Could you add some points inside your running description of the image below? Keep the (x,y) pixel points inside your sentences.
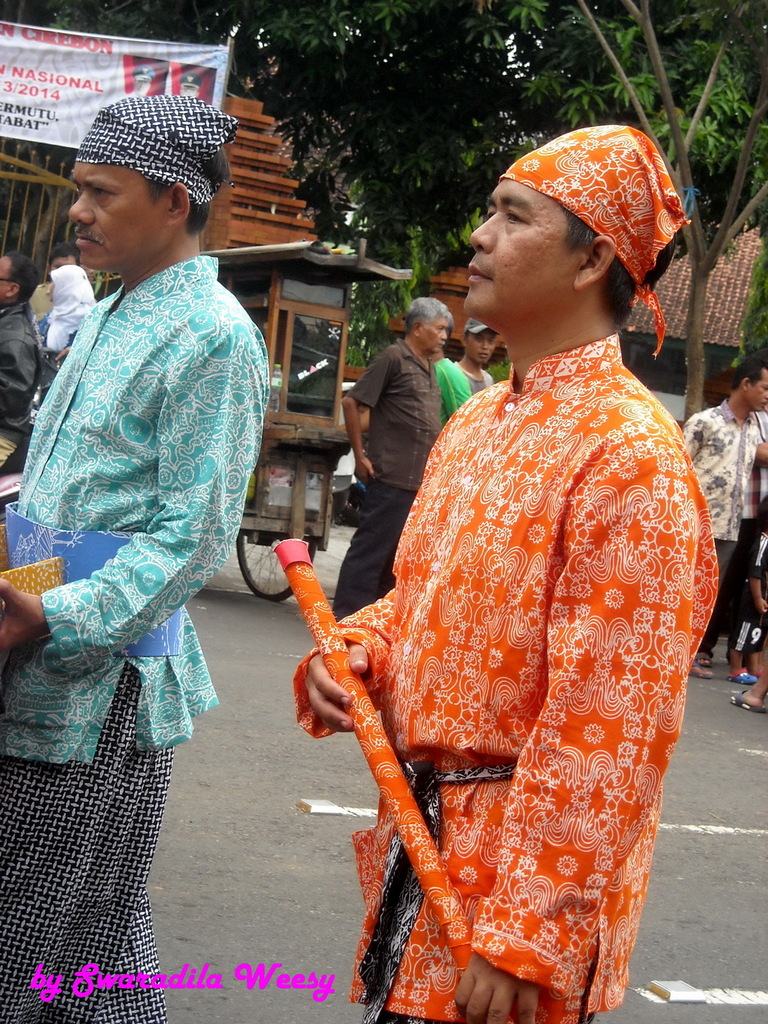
In the image I can see two people (9,878) holding something and has some cloth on the head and to the side there is a poster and some trees (718,206).
